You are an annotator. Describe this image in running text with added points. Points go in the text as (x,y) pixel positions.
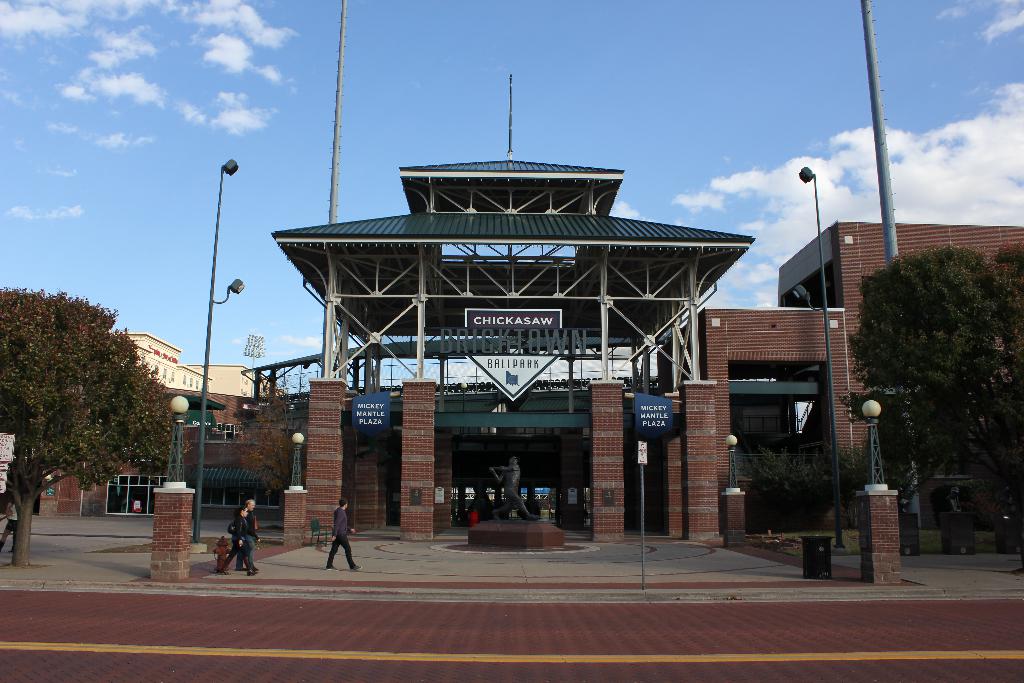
In the center of the picture (582,303) there is a building (580,290). On the right (946,385) there are trees (864,316), street light (825,332) and pole (883,219). On the left (40,423) there are trees (78,370), street lights (206,386) and pole (342,15). In the foreground (344,575) on the footpath (383,549) there are people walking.
